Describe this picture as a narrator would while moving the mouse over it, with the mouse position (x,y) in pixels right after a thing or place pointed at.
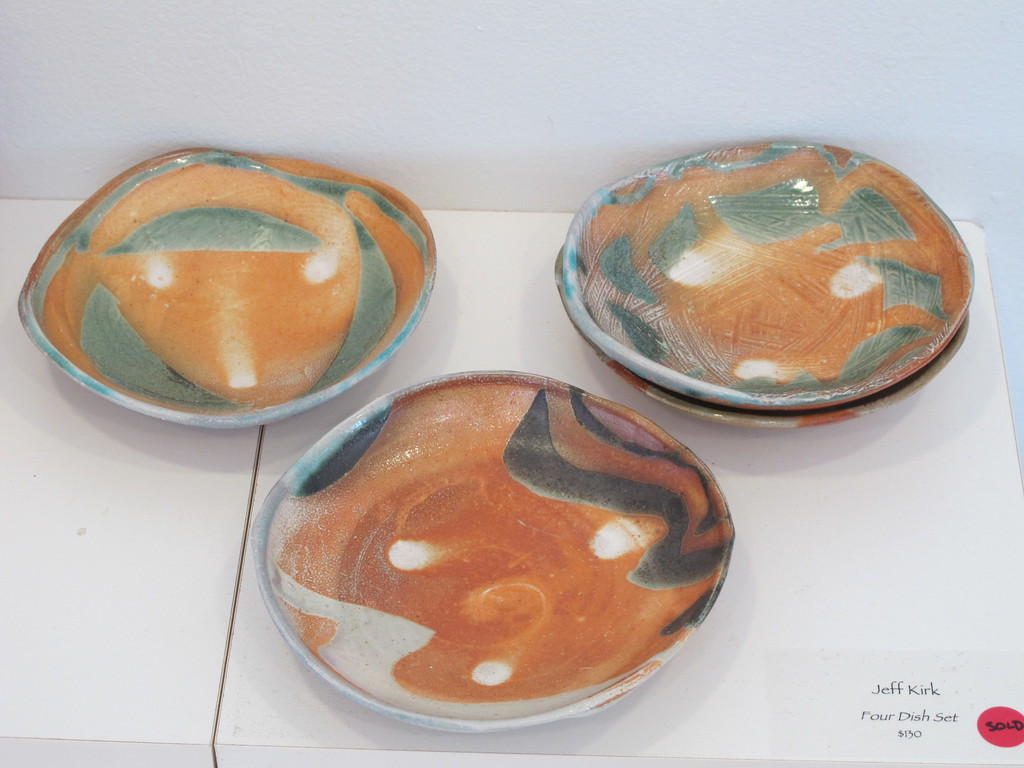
In this picture there are four colorful mud saucer (660,317) placed on the white color table (891,545). On the bottom side of the table (800,619) there is a small label (936,736) on it.
